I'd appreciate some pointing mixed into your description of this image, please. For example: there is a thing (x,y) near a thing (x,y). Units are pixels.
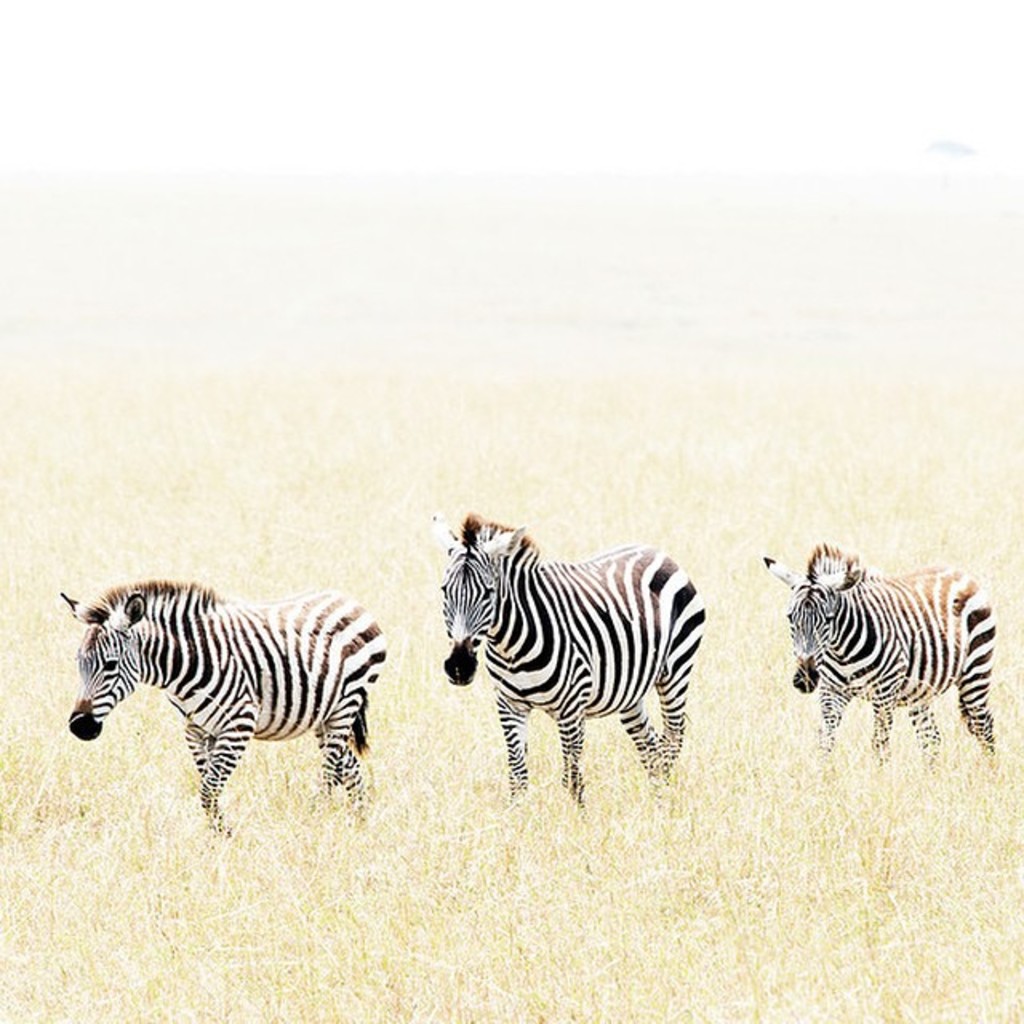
In this image we can see three zebras (353,774) on the ground (893,847), some grass (706,788) on the ground (581,445) and at the top (464,152) there is the sky (692,14).
